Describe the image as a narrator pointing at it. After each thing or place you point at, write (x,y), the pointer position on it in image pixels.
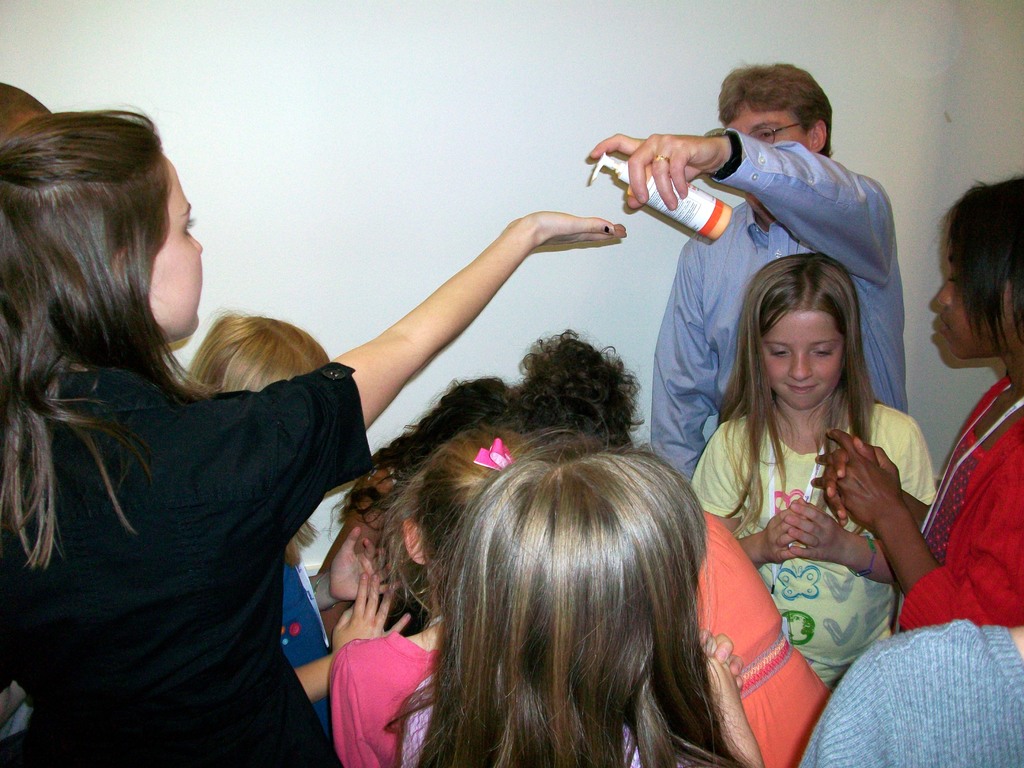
In this image we can see a few people (528,517), among them, one person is wearing the spectacles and holding a bottle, in the background (468,147) we can see the wall (676,51).
